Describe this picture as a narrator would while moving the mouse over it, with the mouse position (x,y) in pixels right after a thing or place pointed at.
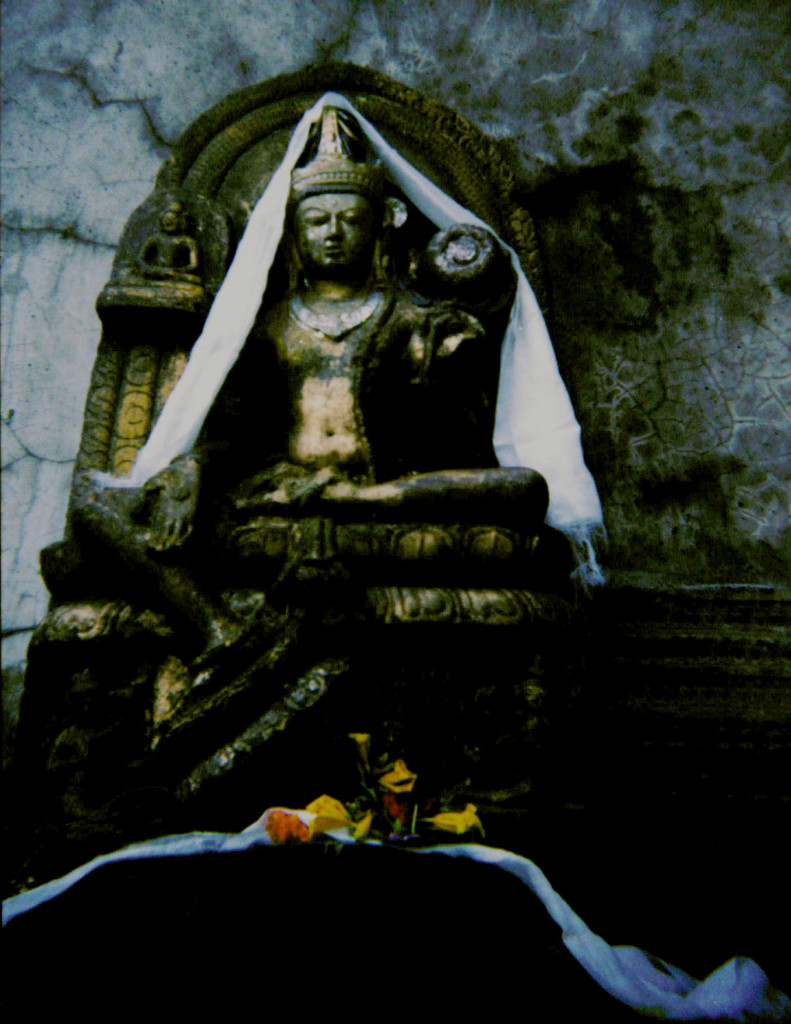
In this picture I can see a statue of a god (488,412), there are flowers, clothes (478,860), and in the background (641,204) there is a wall (582,271).
